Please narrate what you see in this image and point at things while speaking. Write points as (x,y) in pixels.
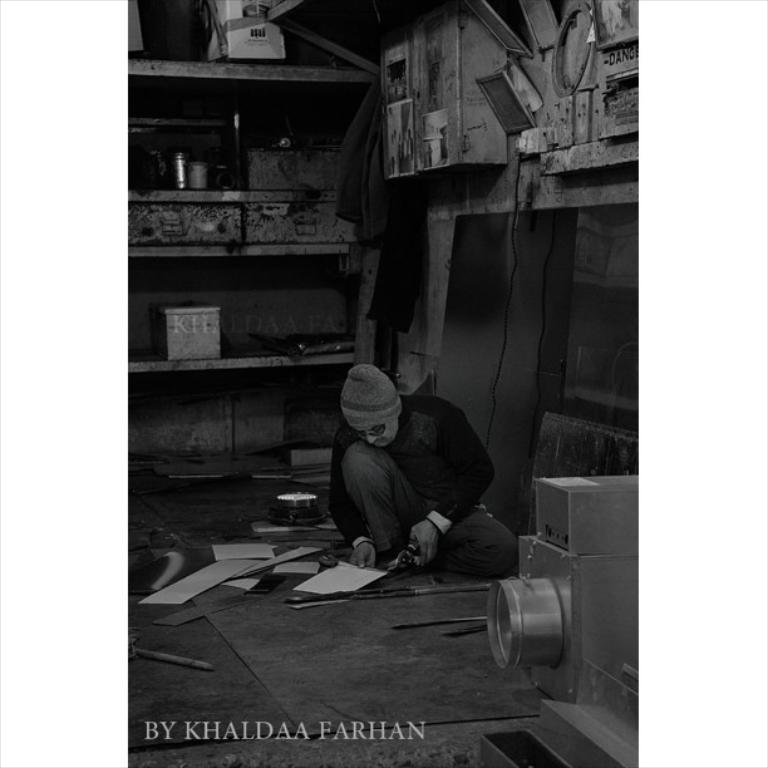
In this image I can see a man (337,505) is sitting in the centre (376,505) and I can see he is holding few things (376,573). On the top side (402,219) and in the background (237,148) I can see number of things (288,223). On the bottom left side of this image (214,729) I can see a watermark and I can see this image is black and white in colour.
